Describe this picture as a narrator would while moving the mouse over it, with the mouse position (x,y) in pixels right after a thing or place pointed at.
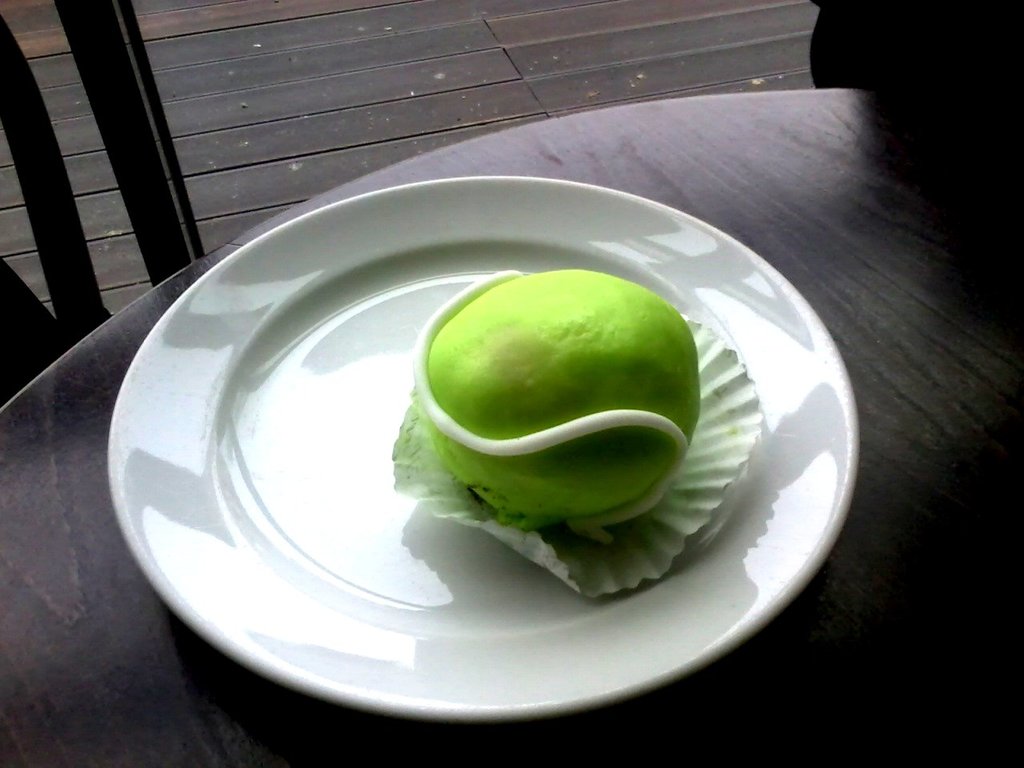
In the foreground of this image (544,445), there is a food item (533,393) on a platter (642,245) which is on a table (958,365). At the top (123,147), it seems like chairs (828,63) and the floor (342,67).
